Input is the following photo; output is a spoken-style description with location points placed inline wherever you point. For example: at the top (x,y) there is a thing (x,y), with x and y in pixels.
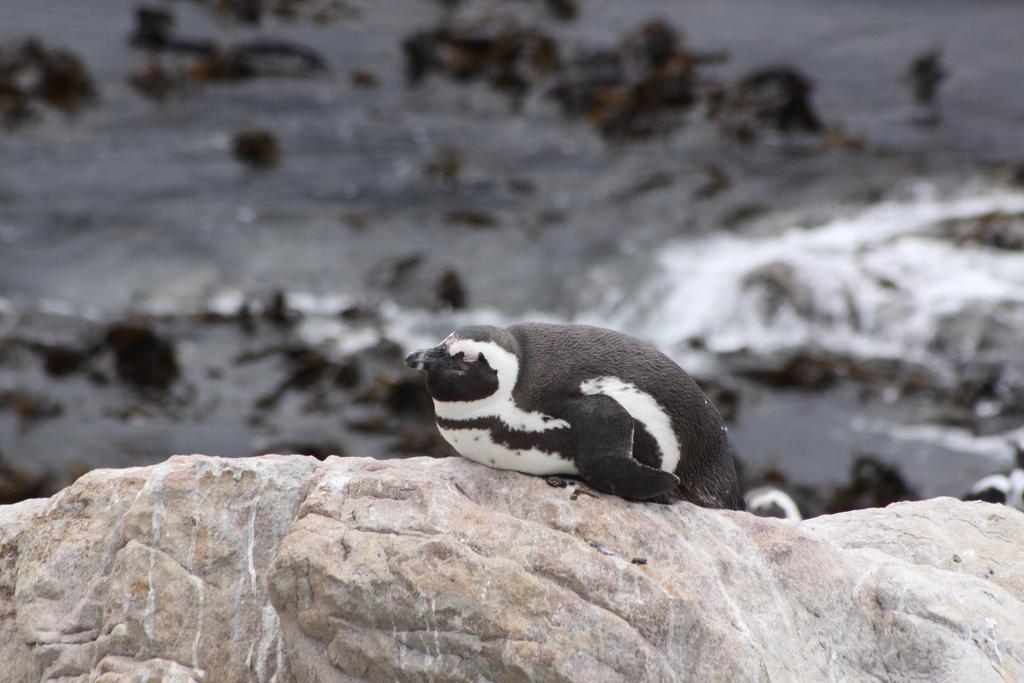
In this image there is a penguin (472,363) on the rock (335,520). The background (425,146) is blurred.
